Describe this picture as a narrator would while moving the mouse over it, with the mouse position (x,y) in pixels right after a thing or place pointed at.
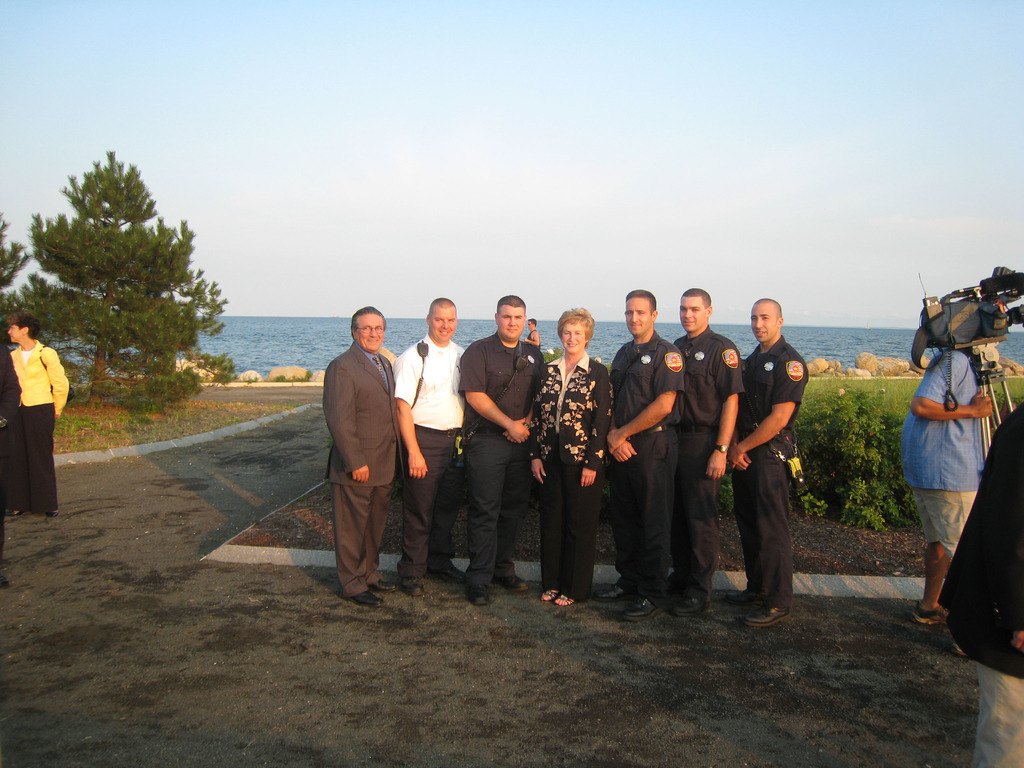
In the center of the image (395,380) we can see people (761,561) standing. The man (970,377) standing on the right (968,407) is holding a camera (963,318). On the left (35,487) there is a person (26,471), trees (152,296). In the background (277,328) we can see water (277,332) and sky (405,255).
